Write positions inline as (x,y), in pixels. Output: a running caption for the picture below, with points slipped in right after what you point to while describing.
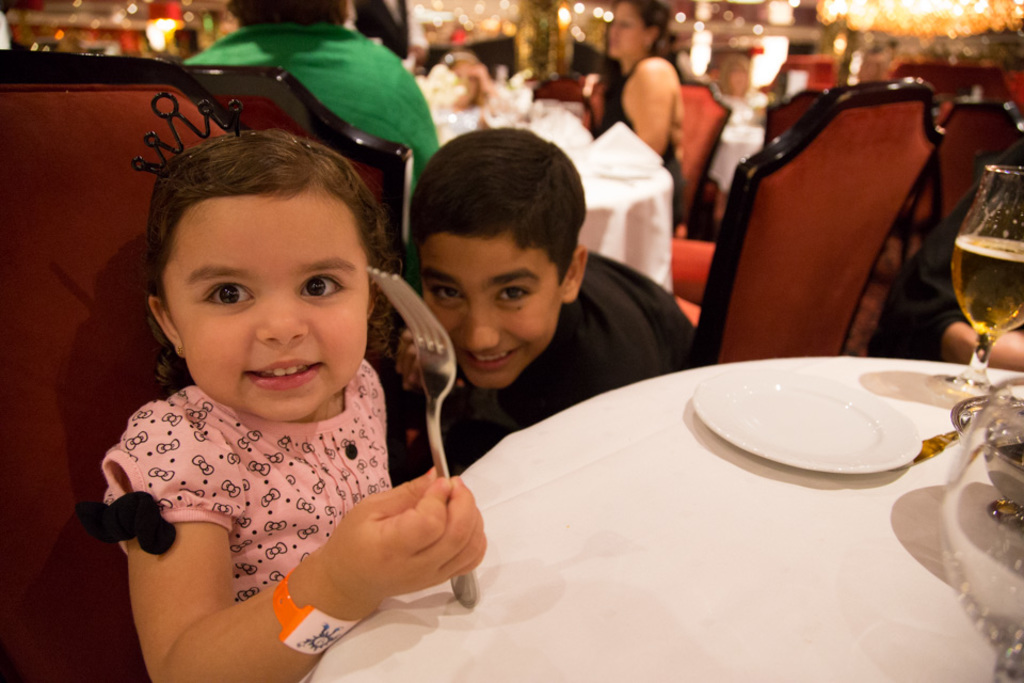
She is a baby girl (156,639) sitting on a chair (40,464). She is holding a fork (431,429) in her right hand (470,520) and there is a pretty smile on her face (360,302). There is a boy (454,344) who is sitting on a chair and he is on the center (606,362). In the background (665,83) there is a woman (634,88) sitting on a chair (695,111) and she is on the right side (692,101).
